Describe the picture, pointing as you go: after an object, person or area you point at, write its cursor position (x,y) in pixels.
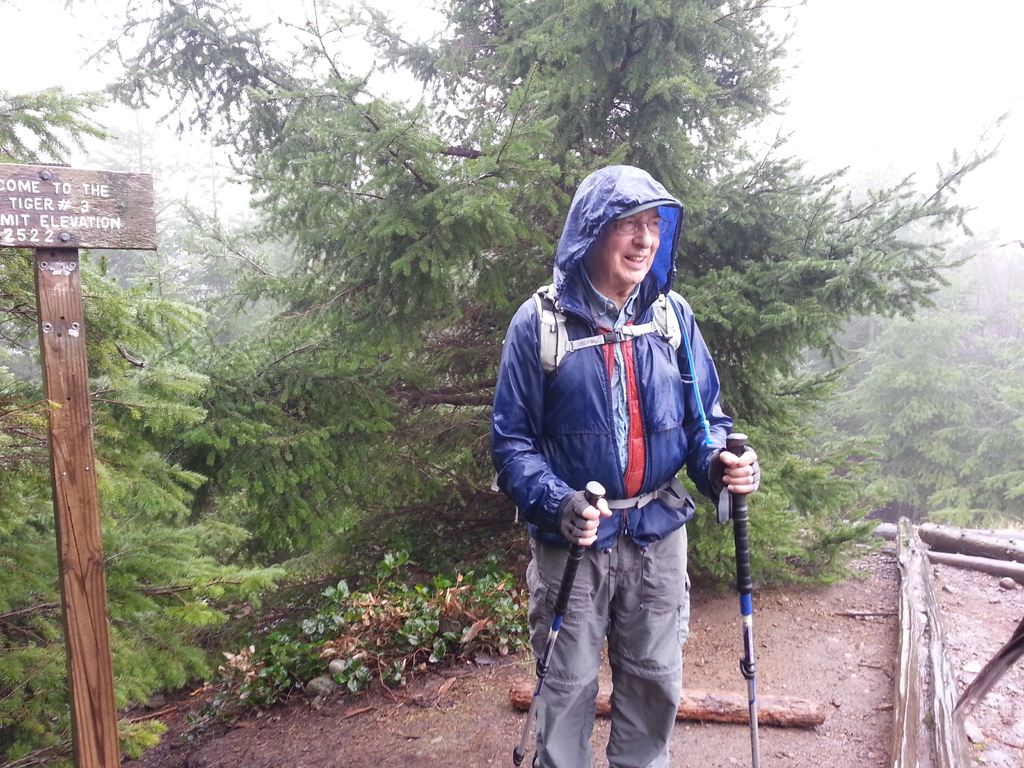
In this image there is a men (636,410) wearing blue color raincoat (596,398), grey color pant (592,626), holding sticks (745,570) in his hands (598,510) giving a pose to a photograph, in the background (886,365) there are plants (707,243) and to a side there are logs (905,606).
